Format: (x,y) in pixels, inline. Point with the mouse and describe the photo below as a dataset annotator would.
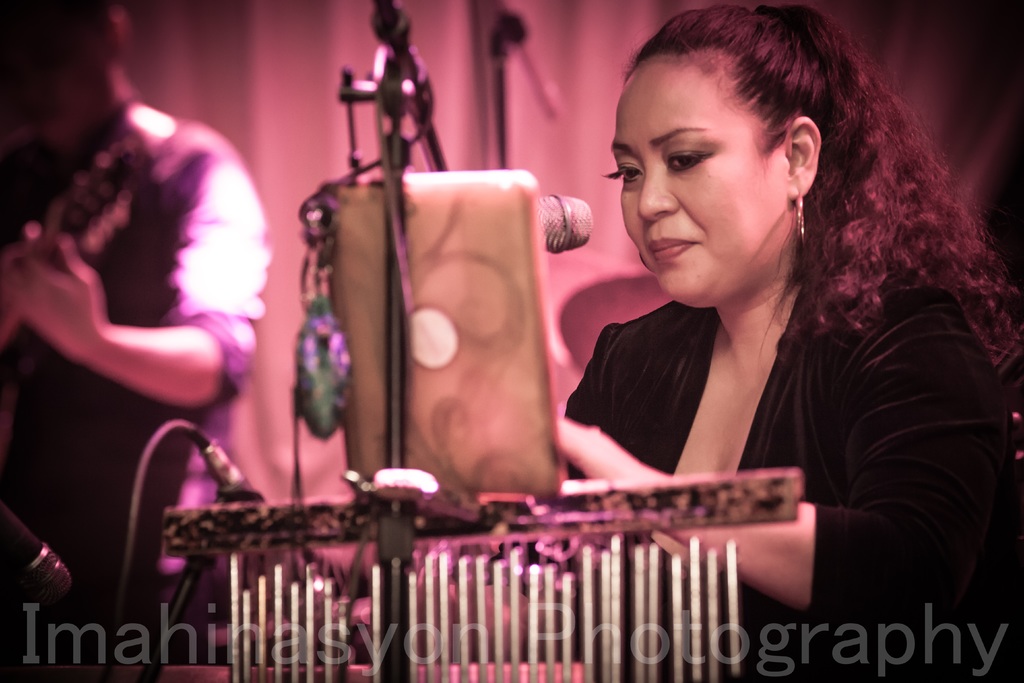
In this image I can see a woman (809,308) on the right side (723,254) and in the front of her I can see few mics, I can also see she is wearing black color dress (593,382). On the left side of this image (166,357) I can see one more person (206,200) and I can see this person (141,232) is holding a musical instrument (82,199). On the bottom side of this image I can see a watermark (167,646).
